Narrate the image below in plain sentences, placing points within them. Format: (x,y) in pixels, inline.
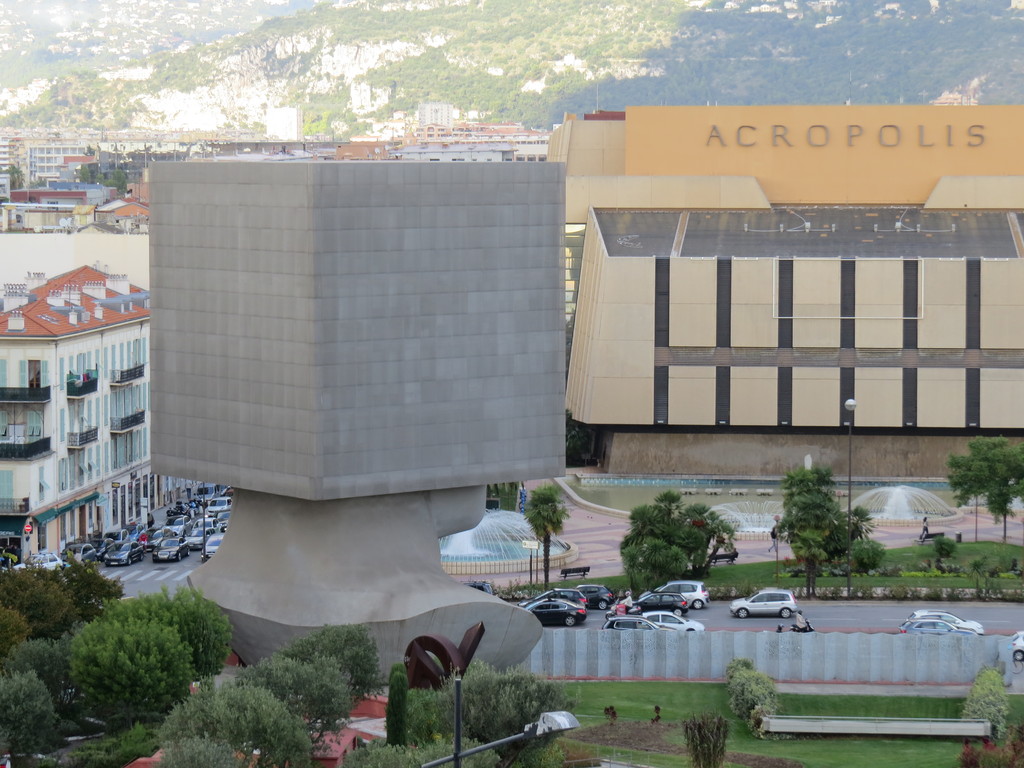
In this image we can see buildings (422,401), motor vehicles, fountains (618,480), hills (405,69), road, ground (865,697), bushes (538,697), trees (466,697) and benches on the ground (574,563).
